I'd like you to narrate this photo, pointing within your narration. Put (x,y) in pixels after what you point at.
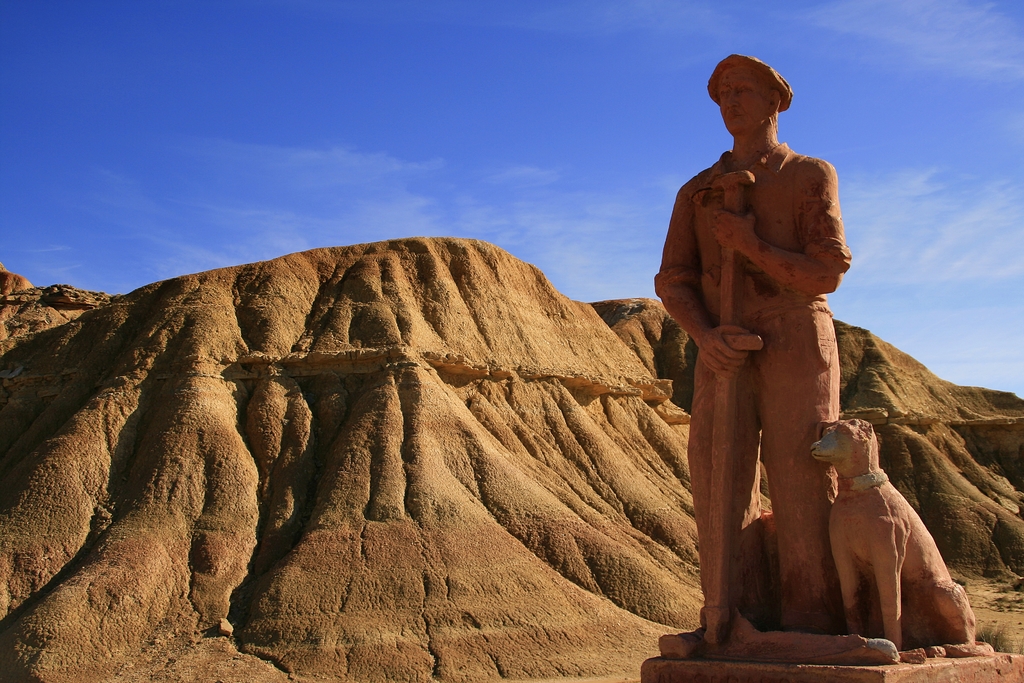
In this image I can see the statue (748,302) of the person (790,415) and the dog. In the background (431,400) I can see the mountains (342,253), clouds (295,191) and the blue sky (255,151).
